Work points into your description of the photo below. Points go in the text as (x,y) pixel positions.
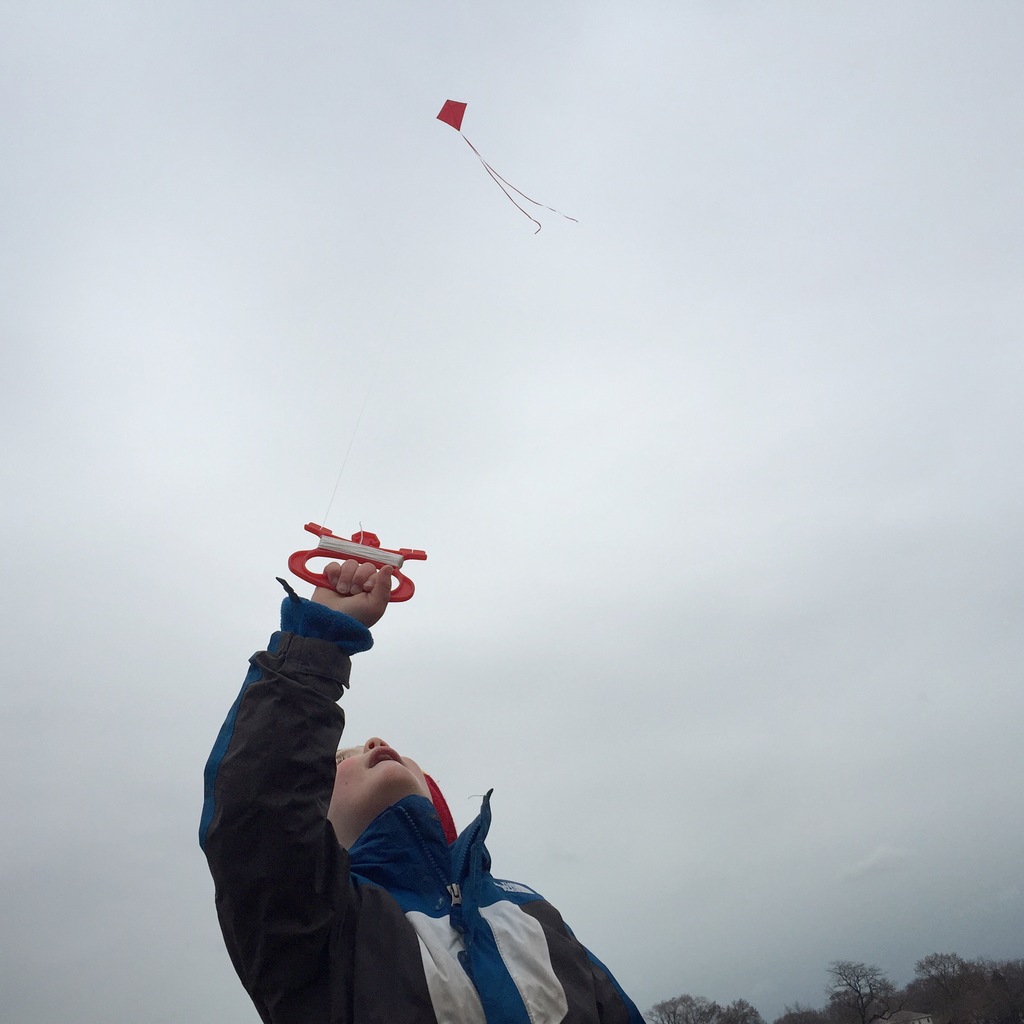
In the foreground of this image (396,936), there is a boy (396,952) wearing jacket (413,935) is holding a kite string holder (399,586). In the background (851,993), there are trees (932,968). At the top (566,99), there is a kite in the air (488,59) and the sky (195,175).
